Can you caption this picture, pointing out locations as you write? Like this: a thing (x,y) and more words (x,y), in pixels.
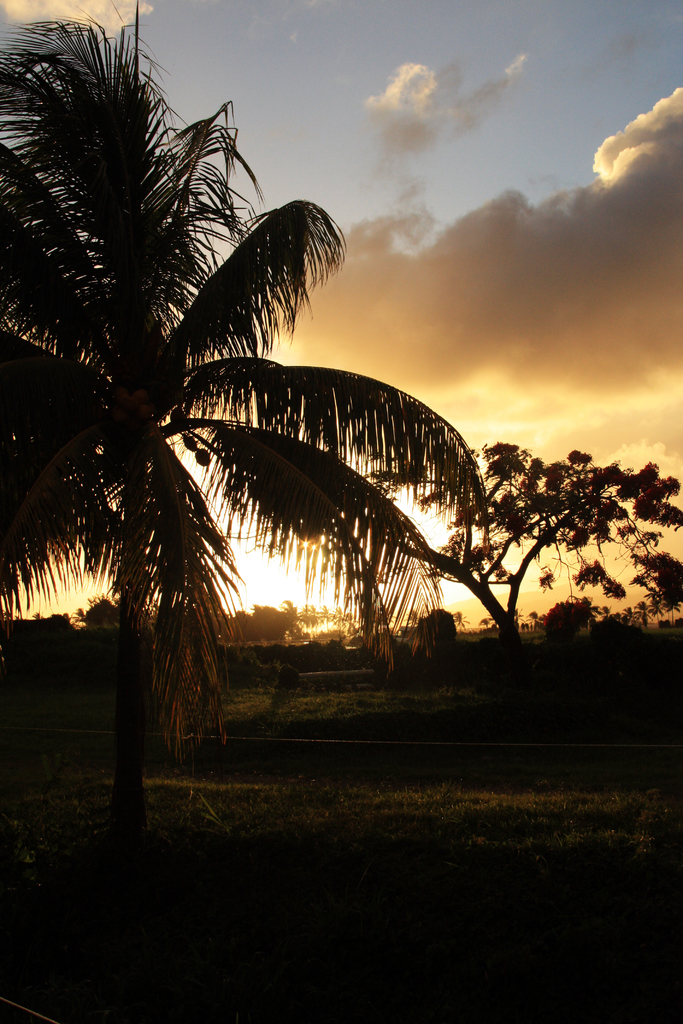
In this picture there are trees (494,599). At the bottom (364,831) there is grass (43,887). At the top (258,93) there is sky (289,106) and there are clouds (475,253).
